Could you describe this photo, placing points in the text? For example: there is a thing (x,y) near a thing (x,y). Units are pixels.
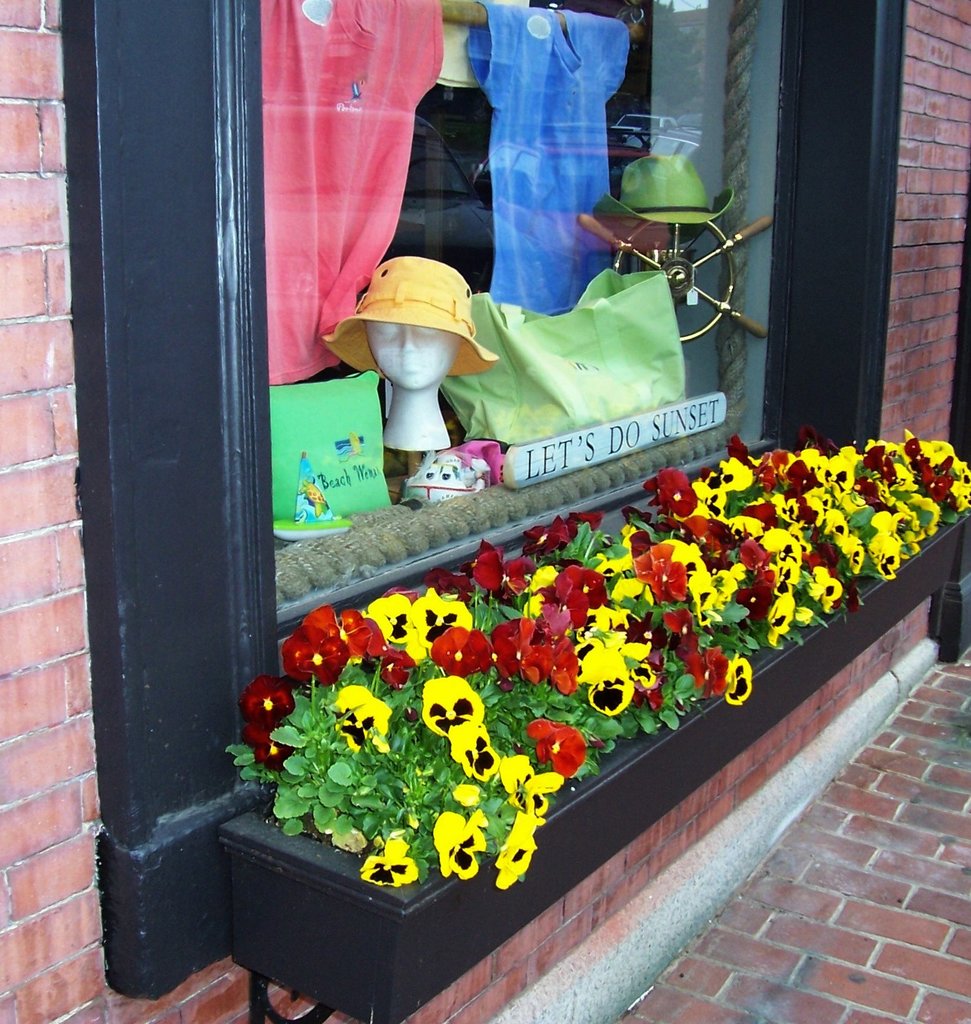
In this image there is a wall (40,1008) for that wall (3,241) there is a window (749,367) through that window (383,569) clothes (506,195) and hat (386,301) are visible, below the window (291,610) there are flowers (825,495).
